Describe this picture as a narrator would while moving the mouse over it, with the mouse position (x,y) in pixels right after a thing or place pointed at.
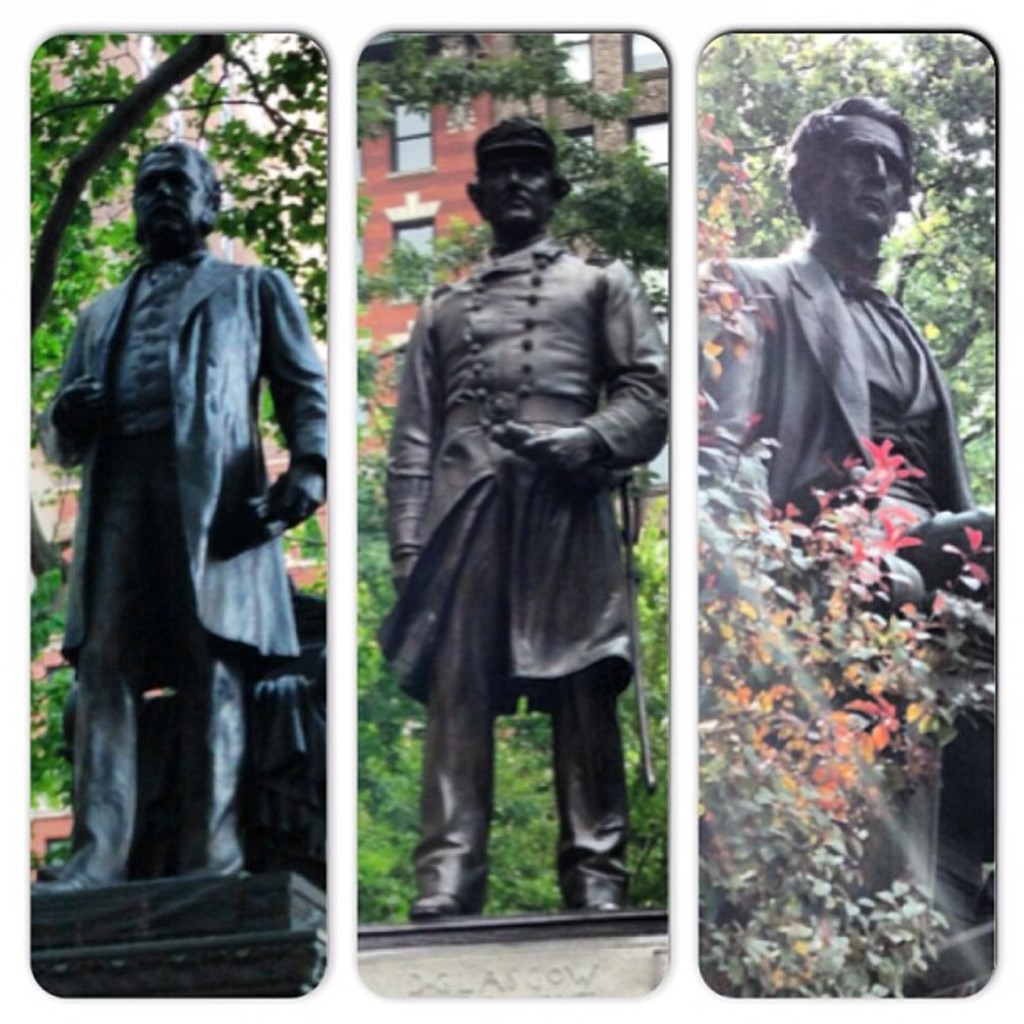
This image is a photo collage of three different persons statues (460,537). In the background (447,204) there are trees (624,198) and buildings (411,149) visible.
